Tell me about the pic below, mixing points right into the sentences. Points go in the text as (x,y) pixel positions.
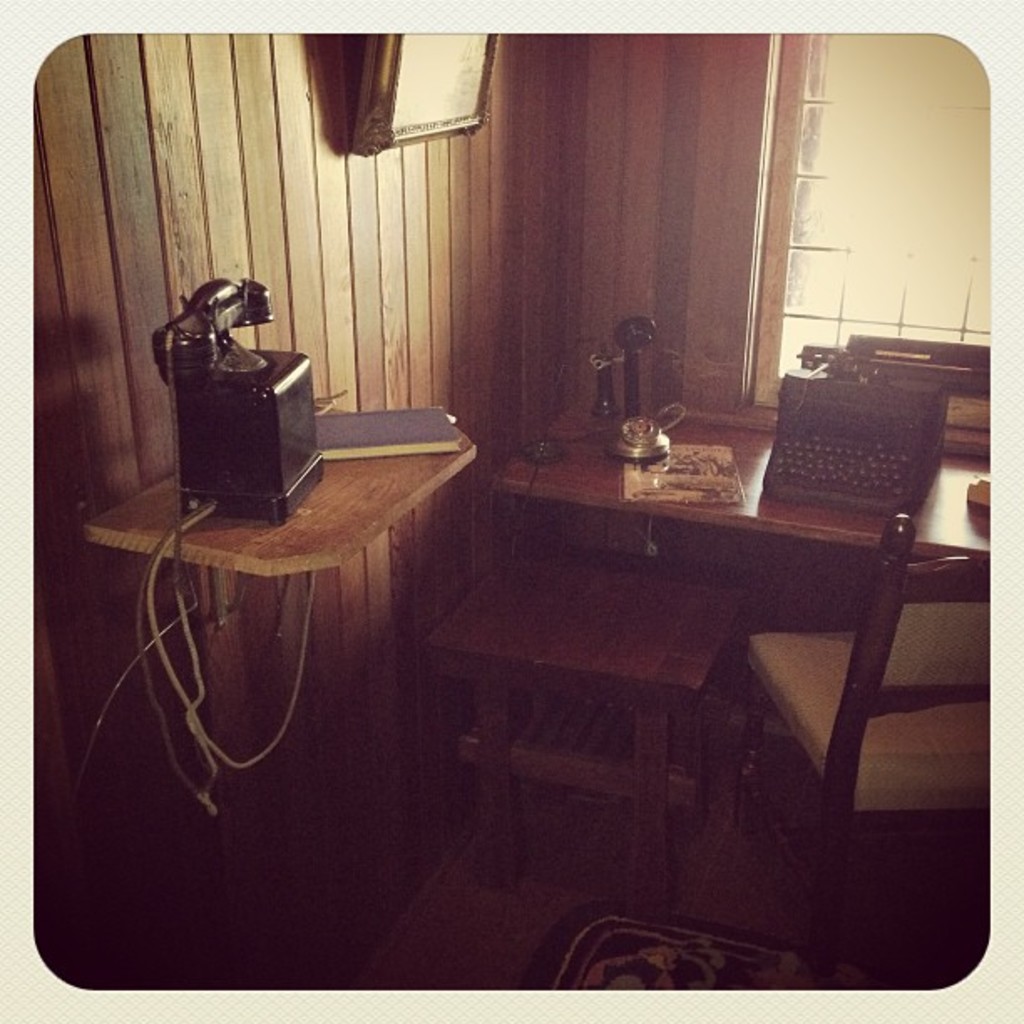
In the picture I can see a typing machine (832,495) and some other objects (336,433) on tables (245,520). I can also see a chair (854,798), wooden wall (91,241) which has some object (438,43) attached to it and some other objects (663,479).
